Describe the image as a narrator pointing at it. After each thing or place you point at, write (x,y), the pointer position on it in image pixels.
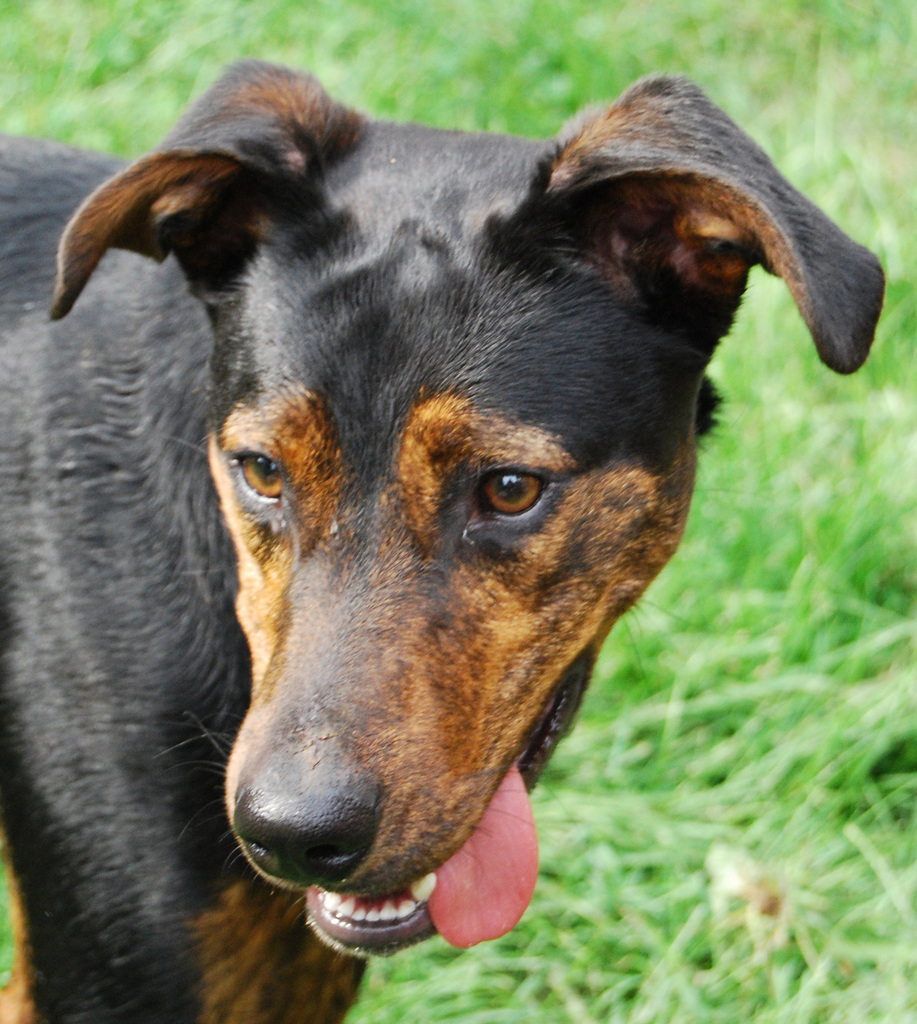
In this image, we can see a black and brown color dog (98,665) standing on the grass (752,694).
